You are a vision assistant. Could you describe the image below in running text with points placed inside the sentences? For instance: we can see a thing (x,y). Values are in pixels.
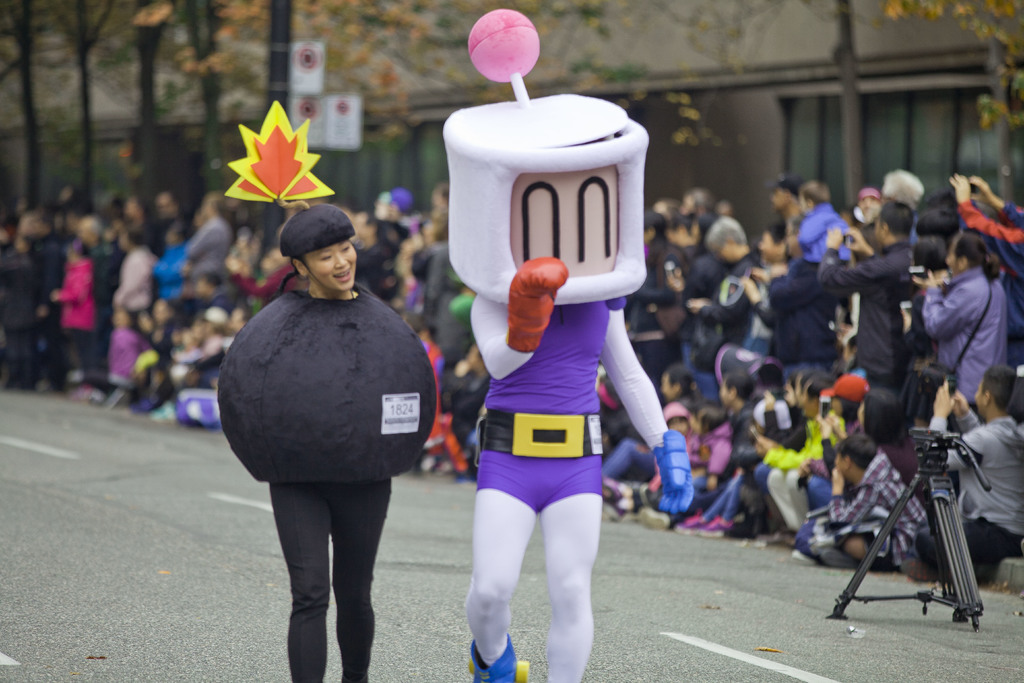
At the foreground of the image (343,404) there are two persons (383,422) who are wearing cartoon character dresses (482,511) and walking and at the right side of the image (871,285) there are some group of persons (622,463) sitting and standing holding phones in their hands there are some trees (26,71) and buildings (690,123).
